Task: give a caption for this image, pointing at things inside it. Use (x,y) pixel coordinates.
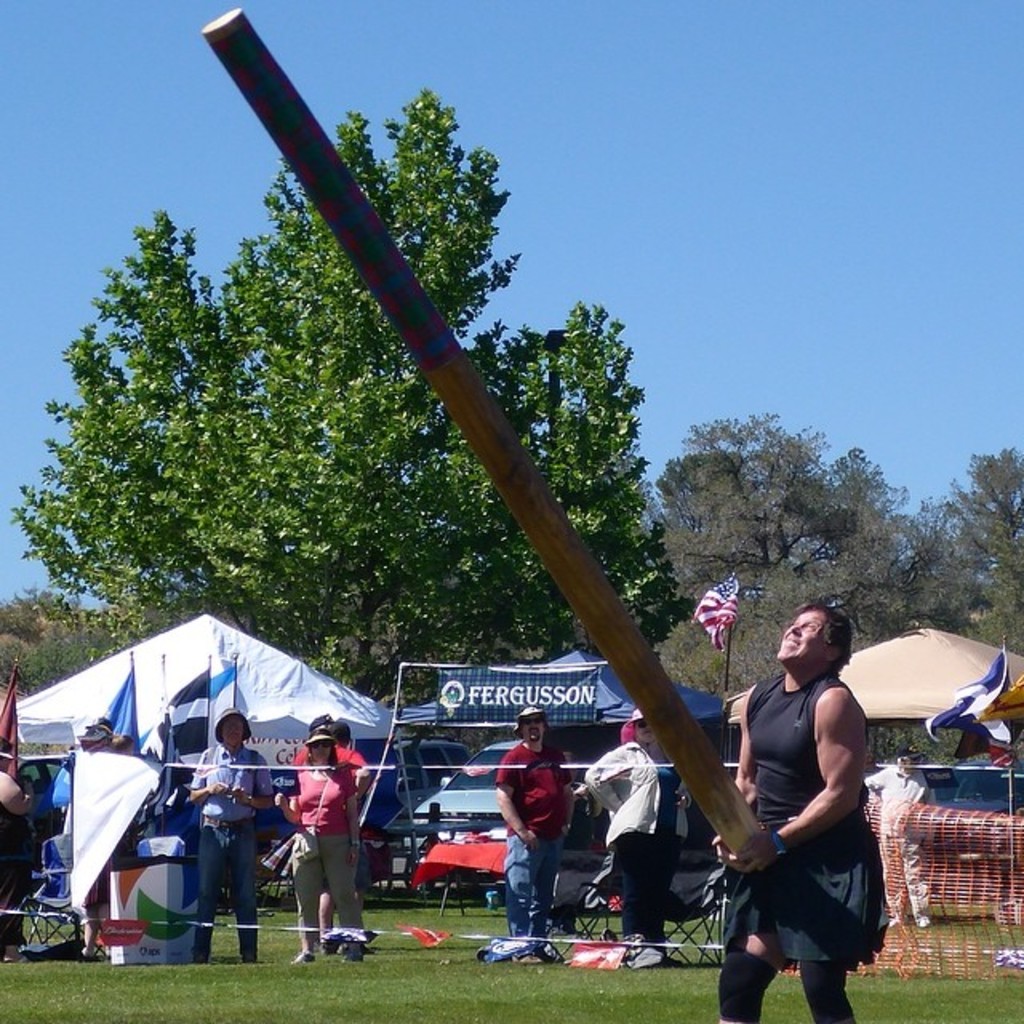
In this image, we can see trees (554,433), tents (187,649), flags (131,670) and there are boards (456,707), chairs (53,869) and stands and we can see people (355,836) and some are wearing caps (325,729), one of them is holding a log (719,804). At the top (704,184), there is sky (770,184) and at the bottom (449,952), there are some objects (546,954) on the ground (445,986).
